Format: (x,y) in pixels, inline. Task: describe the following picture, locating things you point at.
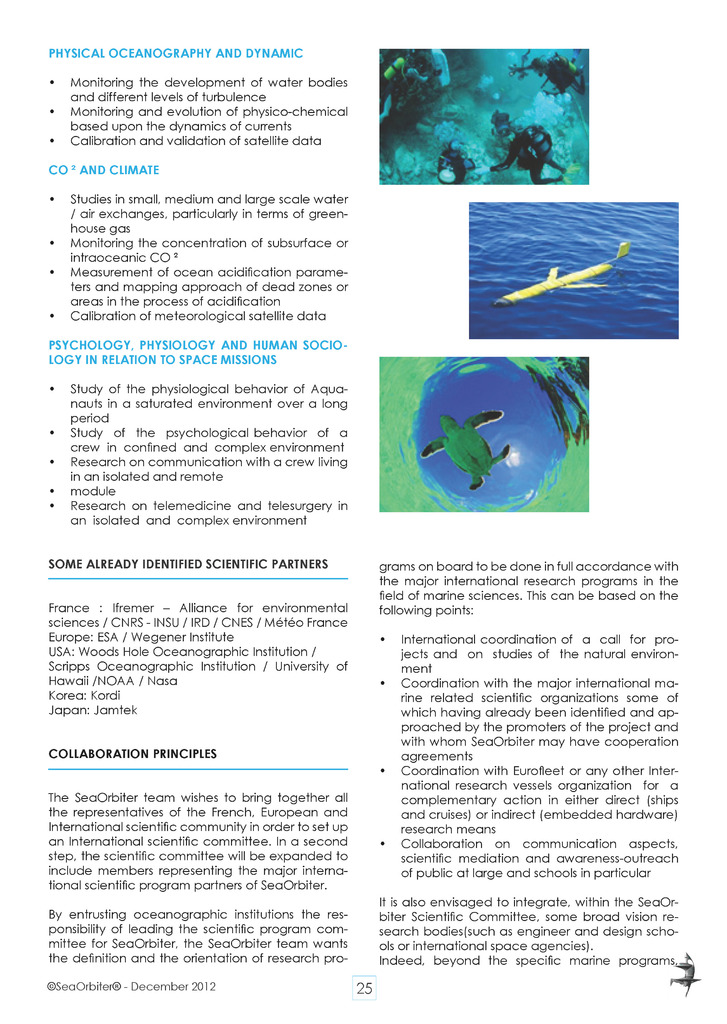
In this picture we can observe paper (367,907) on which there is a topic (88,420) printed in blue and black colors. There are three images (486,255) which are images (522,169) of water (517,388).
